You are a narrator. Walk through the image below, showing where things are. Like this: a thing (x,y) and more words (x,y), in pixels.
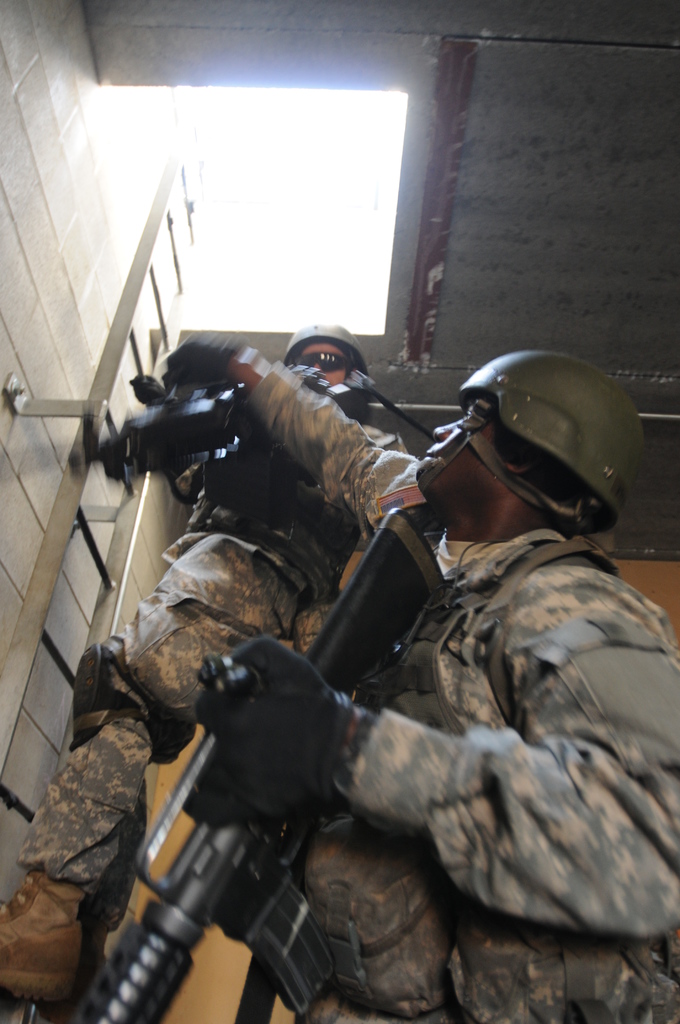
In this image on the right side (466,551) a person (428,529) holding a gun (358,567), wearing a helmet (593,422), on the left side (131,143) there is the wall (25,367) and on which a ladder (90,408) attached, on which a person (318,356) standing, at the top (477,115) there is a roof (415,85), roof window (355,215).
